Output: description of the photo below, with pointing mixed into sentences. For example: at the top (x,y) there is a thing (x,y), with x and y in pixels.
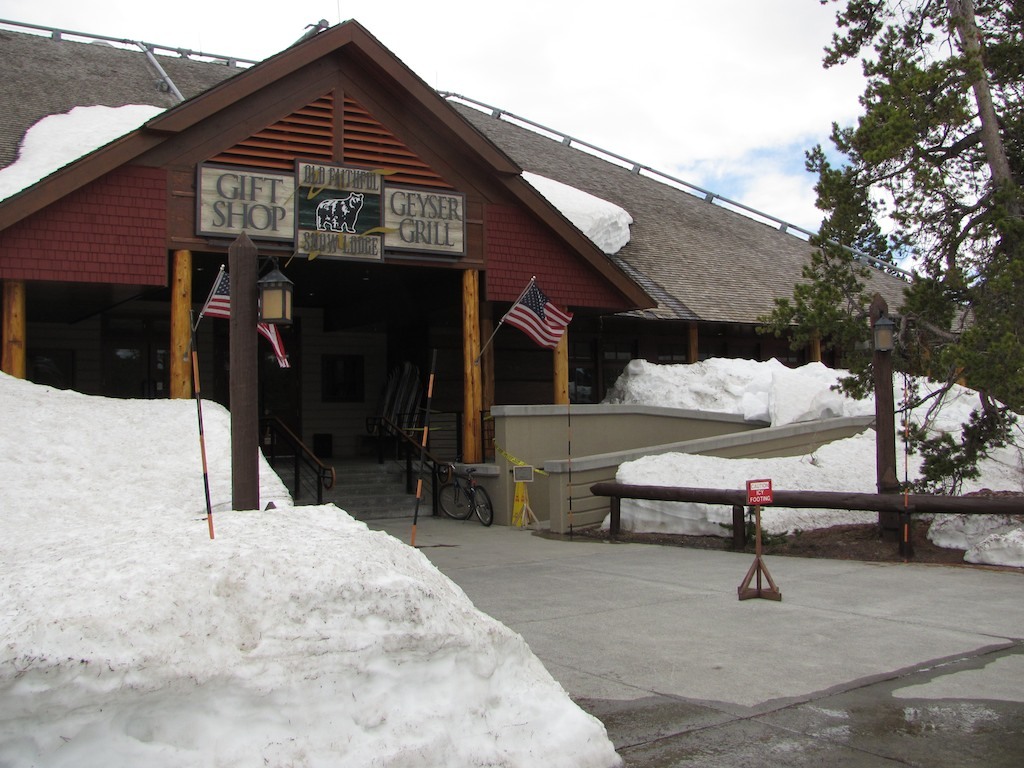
In this picture we can observe a building (554,236) with brown color roof (679,234). We can observe some snow (147,556). On the right side (1008,414) there is a tree (929,185). In the background (644,49) we can observe a sky (615,78) with some clouds (646,95).
